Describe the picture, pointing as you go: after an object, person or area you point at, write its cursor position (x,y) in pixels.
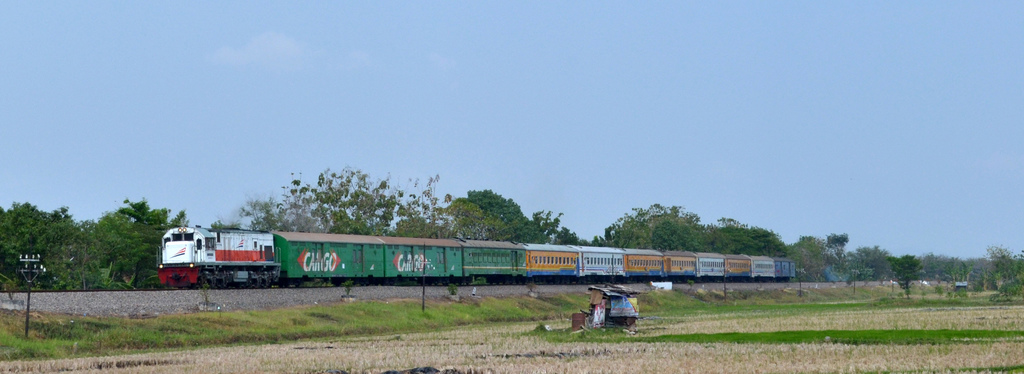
At the bottom of the image (729,311) there is grass (536,363) on the ground (517,361). In the middle of the ground (758,318) there is a hut (609,314) with roofs (629,289) and some other objects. There are electrical poles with wires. And also there is a train (621,259) on the train track (426,288). Behind the train (254,235) there are trees (638,224). At the top of the image (779,87) there is sky (459,164).
